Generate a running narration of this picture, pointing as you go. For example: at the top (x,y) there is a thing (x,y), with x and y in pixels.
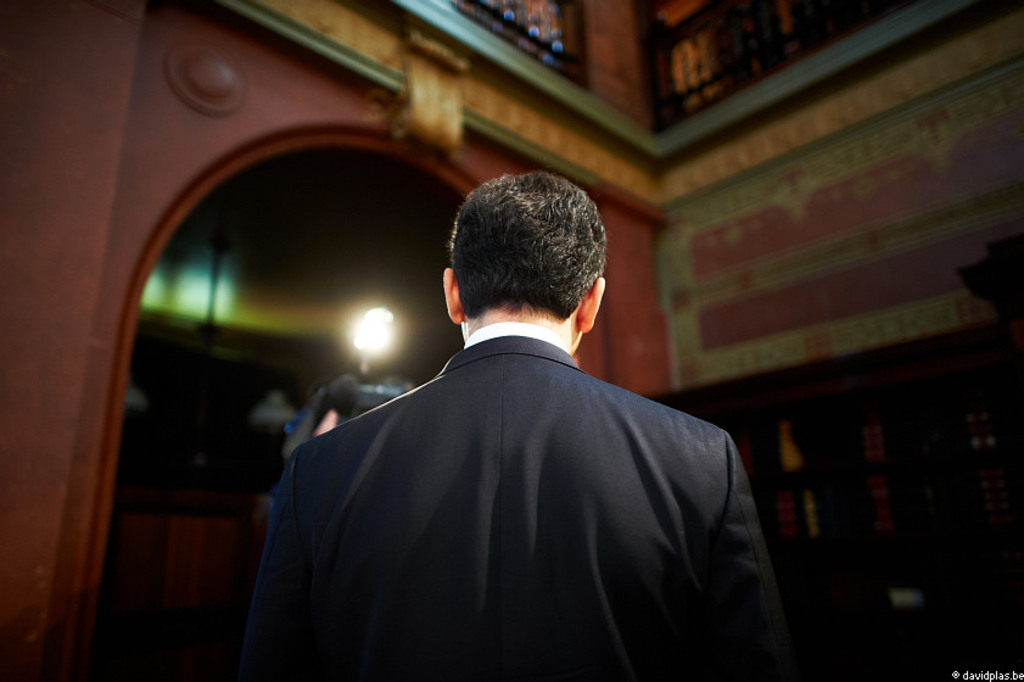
Here in this picture we can see a person (524,293) wearing a black colored coat (594,482) standing over a place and in front of him we can see a light (377,351) present and we can also see an arch like structure (150,246) present on the building (488,172).
